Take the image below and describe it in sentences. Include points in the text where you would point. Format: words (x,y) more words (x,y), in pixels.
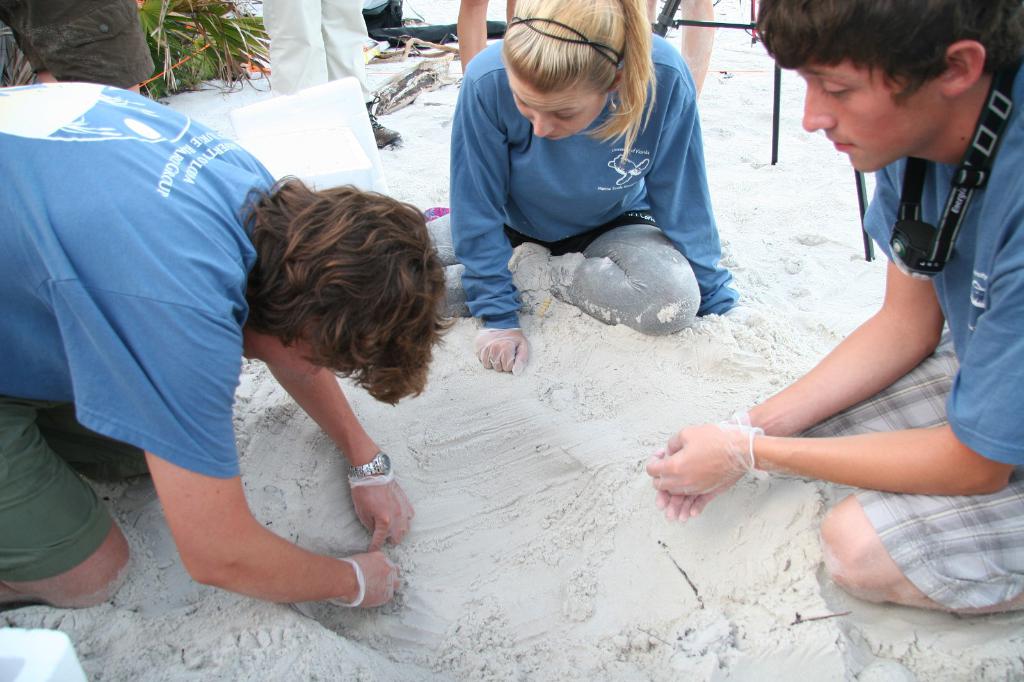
Here I can see three people (573,304) are sitting on the sand (312,628) and looking downwards. It seems like they are digging in the sand (528,427). Two are men (441,299) and one is woman (494,184). Three are wearing blue color tops (201,239). At the top (137,40) I can see some more people (296,29) are standing and also there is a plant (180,35).
